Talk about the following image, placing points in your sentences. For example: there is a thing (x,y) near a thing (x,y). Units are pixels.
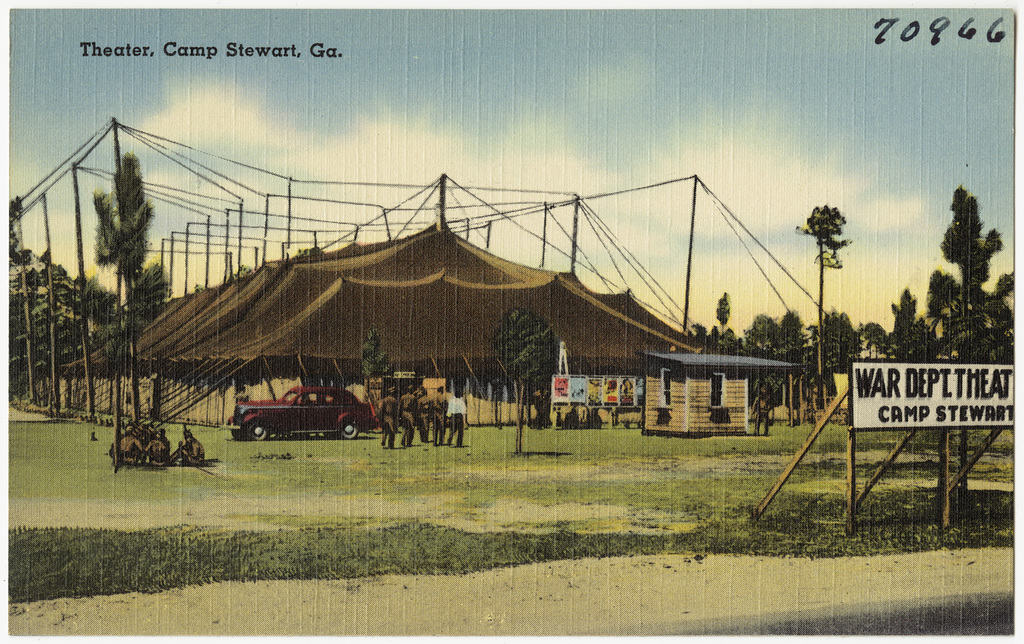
This is the picture of the painting. Here, we see people (443,408) walking. Beside them, there is a red car (348,437). Behind that, we see a shed (386,290) in brown color. Beside that, we see a house (675,391). There are many trees (929,331) in the background (854,357). On the right side (860,379), we see a white board (916,404) with some text (889,418) written on it. At the bottom of the picture (230,550), we see grass (508,530) and at the top of the picture (535,117), we see the sky (539,127).
